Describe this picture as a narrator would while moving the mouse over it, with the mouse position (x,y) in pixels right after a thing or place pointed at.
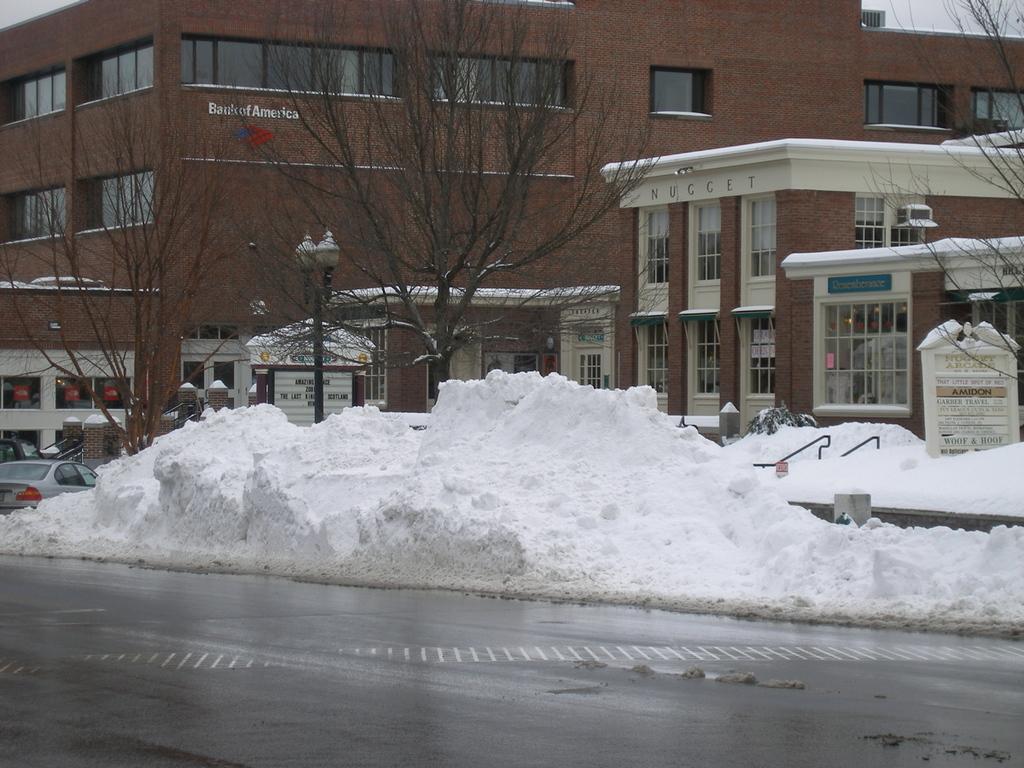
In this image we can see road (975,719), snow (700,513) and in the background of the image (7,325) there are some trees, vehicle (44,462) and a building (353,19).
